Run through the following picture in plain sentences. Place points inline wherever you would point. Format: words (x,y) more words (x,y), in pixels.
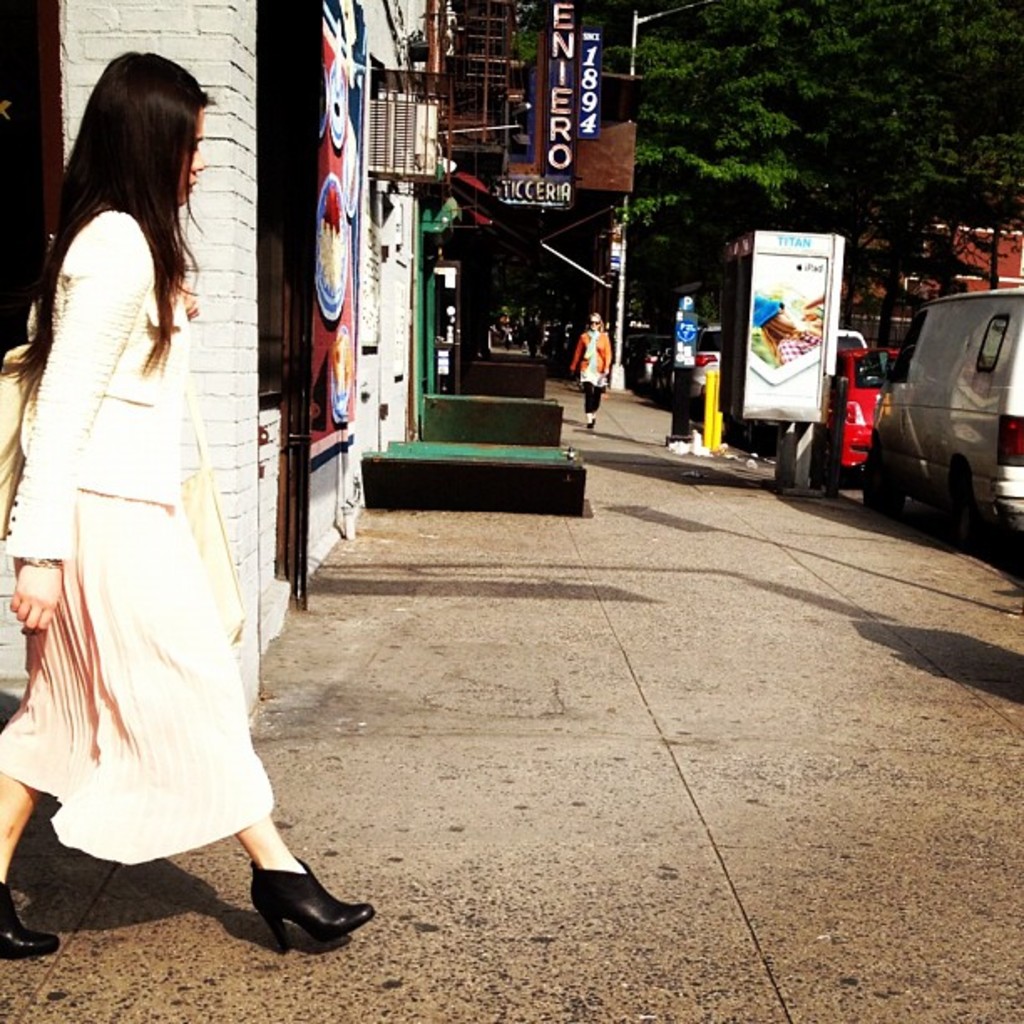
In this image, on the left side (110,284), we can see a woman (122,393) walking on the floor (710,946). On the right side (934,469), we can see few vehicles (880,401) which are placed on the road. On the right side (759,242), we can see hoarding (811,234), trees (872,195), building (984,258). In the middle of the image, we can also see another woman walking on the floor (613,471), hoardings (624,185), pole (626,203), trees (645,312). On the left side (331,72), we can see a air conditioner (391,112), building (234,67), wall (247,192), hoardings (334,9). At the bottom (748,740), we can see a floor (657,557).
